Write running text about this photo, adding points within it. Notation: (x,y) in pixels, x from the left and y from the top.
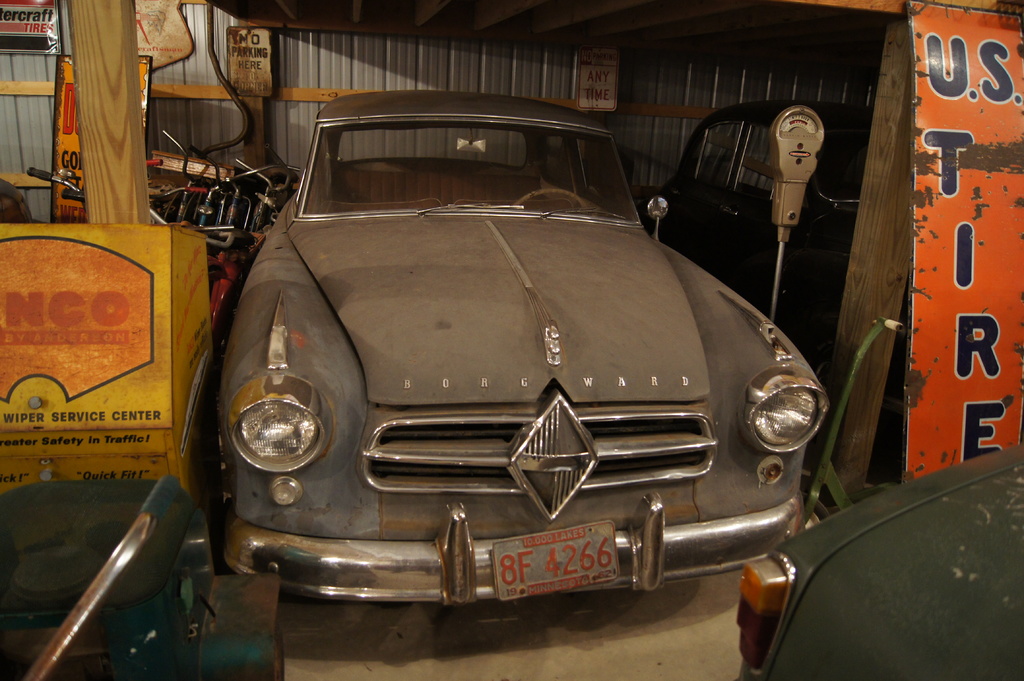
In this image I see 2 cars (593,283) in front (419,269) and I see few boards (61,330) on which there is something written. In the background (198,208) I see few cycles (162,172) and on the right side of this image (742,156) I see another car (764,194).
